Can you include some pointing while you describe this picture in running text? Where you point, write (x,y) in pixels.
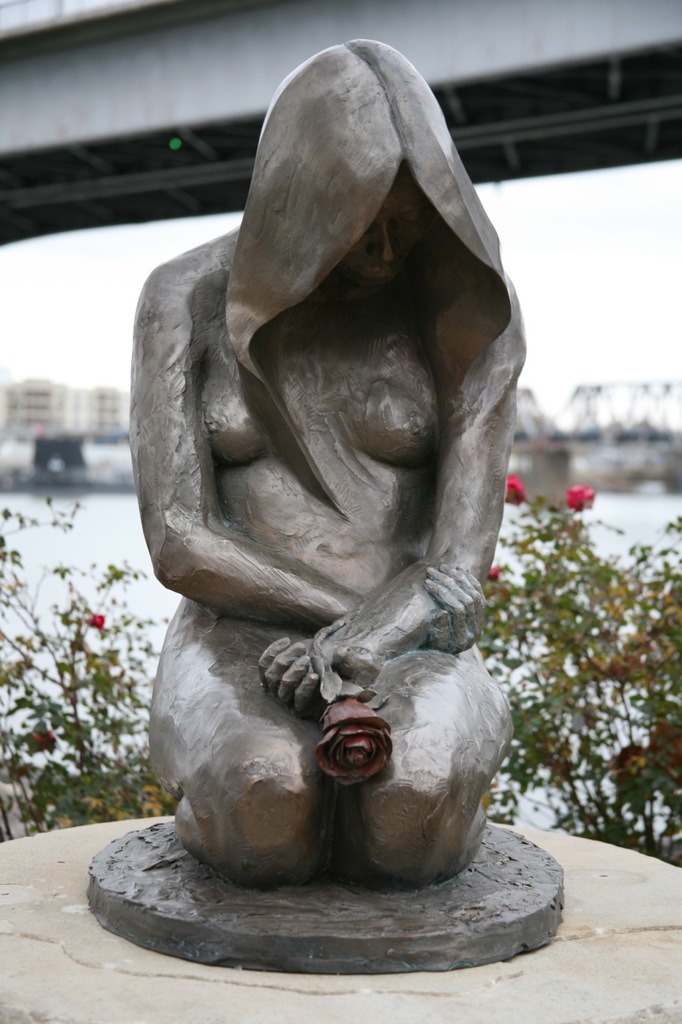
In front of the image there is a statue (276,516), behind the statue (294,561) there are flowers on the plants (524,610), behind that there is a bridge (574,439) on the river (65,507), behind the bridge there are buildings (15,410), at the top of the image (144,169) there is a bridge (155,90).
